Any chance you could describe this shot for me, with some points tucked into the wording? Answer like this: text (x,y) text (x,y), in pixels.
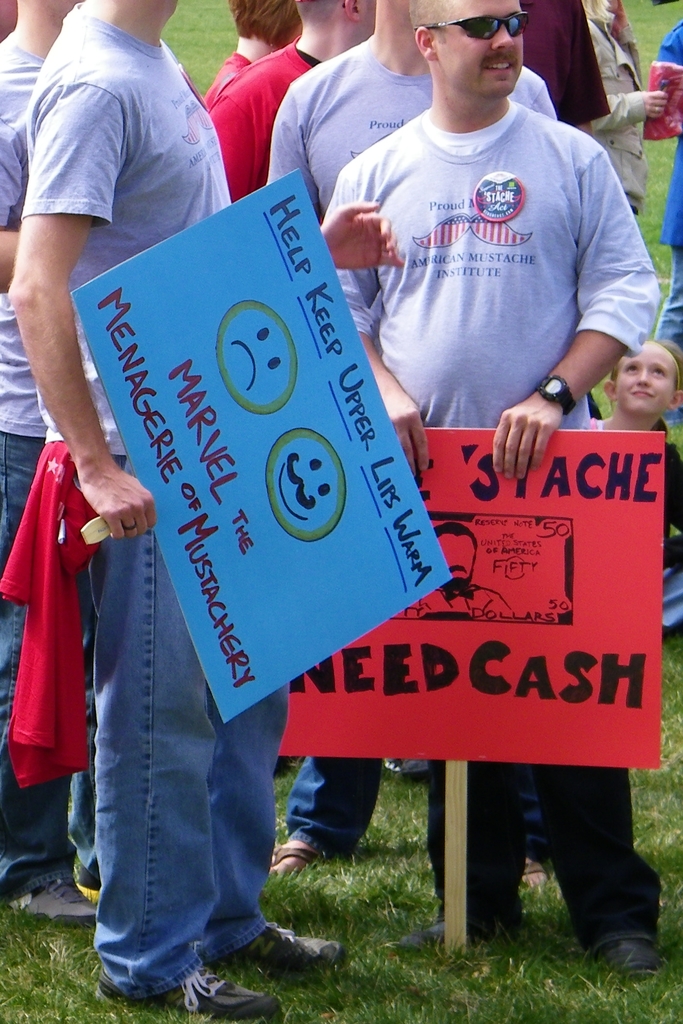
In this image we can see people (368,240) standing on the ground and holding placards (323,458) in their hands (415,454). In the background (651,399) we can see a woman (649,421) sitting on the ground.
